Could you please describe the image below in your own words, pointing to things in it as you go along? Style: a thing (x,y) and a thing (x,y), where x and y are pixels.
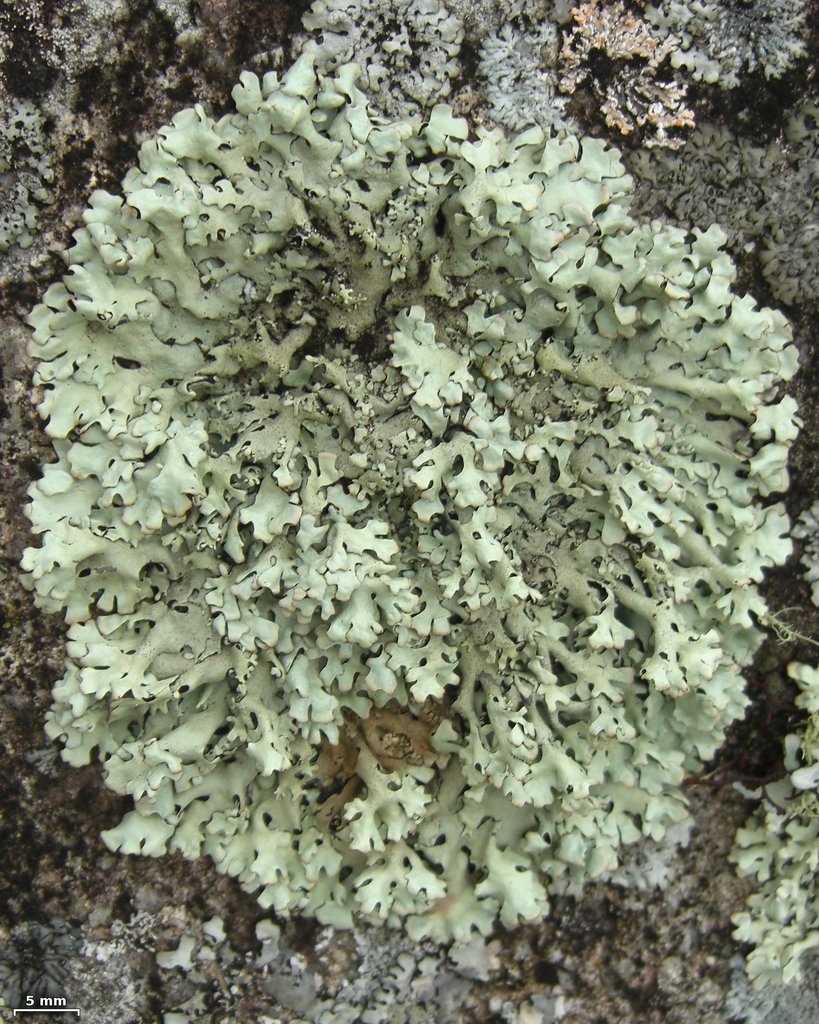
In this image we can see some fungus (404,427).
